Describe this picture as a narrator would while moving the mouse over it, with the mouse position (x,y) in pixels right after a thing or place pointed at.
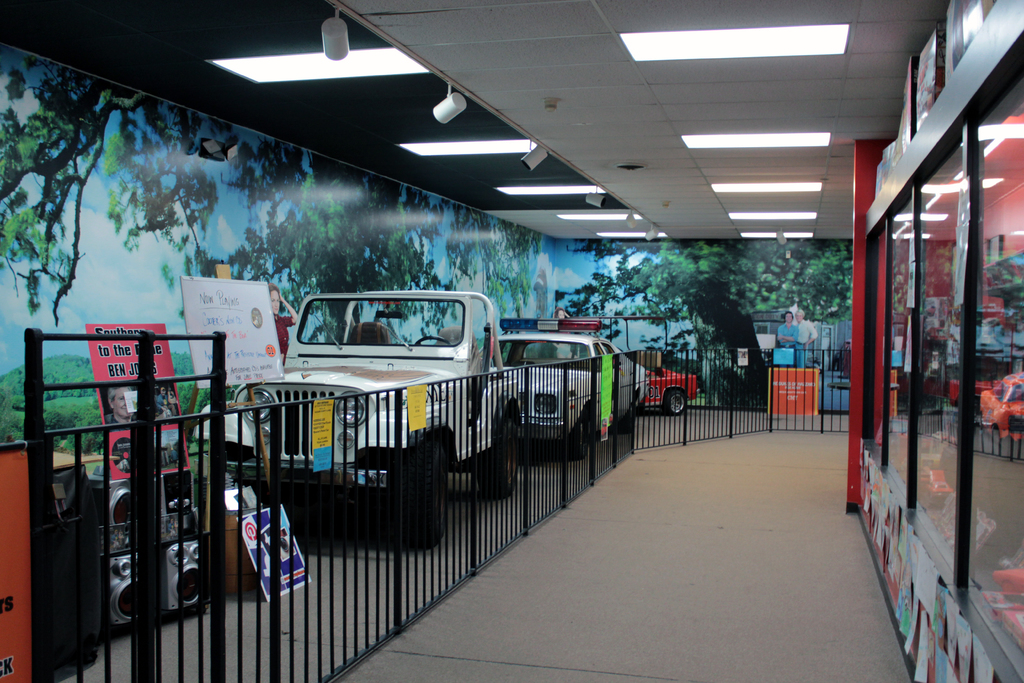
In this picture I can see there are a few vehicles (325,379) parked at left side (303,413) and there is a railing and there are few speakers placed at the left side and there is a poster (167,244) pasted at the wall (349,241) and there are trees (184,242) and mountains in the picture. There is a red color glass wall (940,441) at right side (857,283) and there are few papers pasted on the wall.
